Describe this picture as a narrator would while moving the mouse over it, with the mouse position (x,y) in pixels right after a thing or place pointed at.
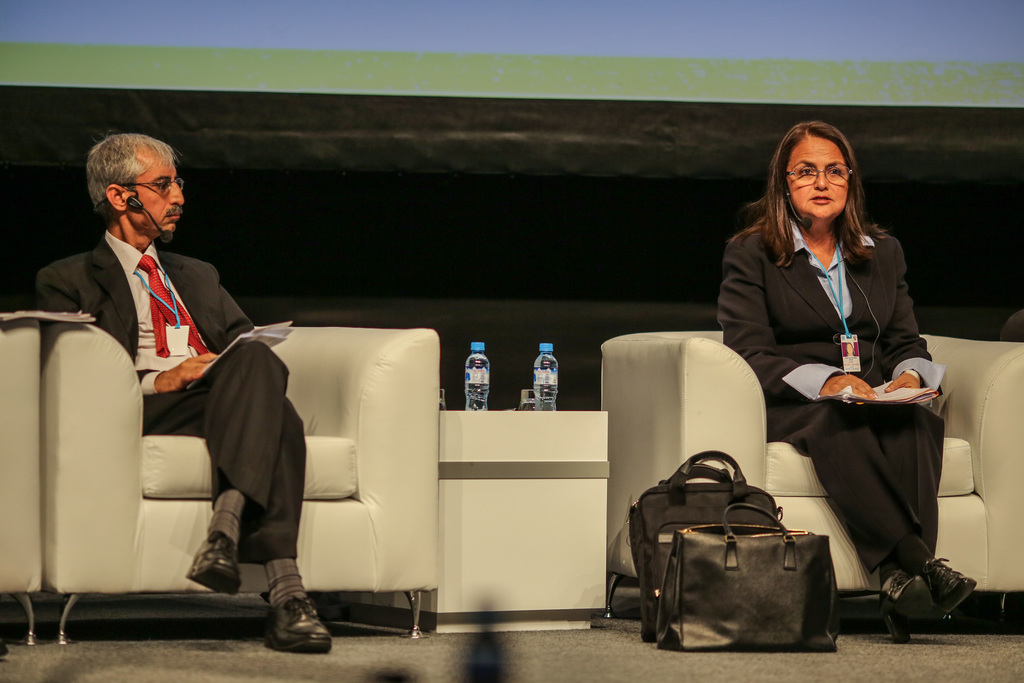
This image is taken indoors. At the bottom of the image (405,633) there is a floor (724,658). In the background (479,190) there is a wall (505,213). On the left side of the image (259,389) a man (155,337) is sitting on the couch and he is holding papers (220,354) in his hands (203,359) and there are few papers (42,313) on the couch (65,354). In the middle of the image (515,421) there is a table (481,471) with two glasses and water bottles (552,382) on it. On the right side of the image (924,447) a woman (785,366) is sitting on the couch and she is holding a few papers (877,396) in her hands (890,388). There are two bags (686,554) on the floor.
